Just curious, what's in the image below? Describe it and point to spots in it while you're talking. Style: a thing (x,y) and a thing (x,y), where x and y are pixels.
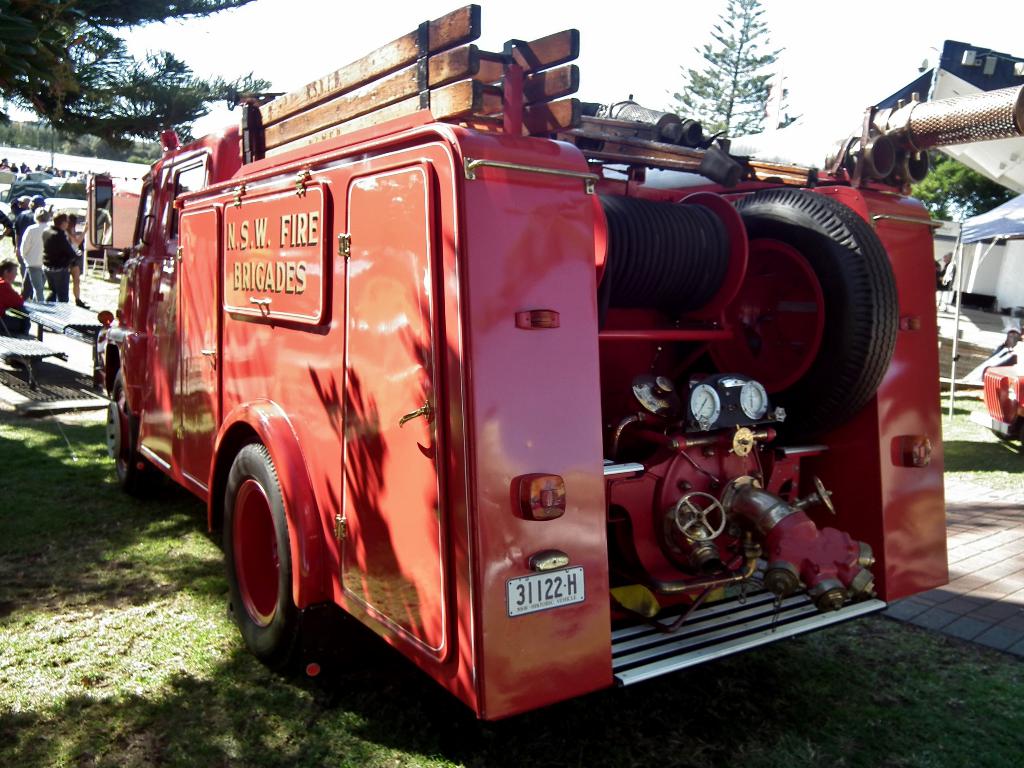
In this picture I can see few people (44,213) standing and few are seated on the benches (35,355) and I can see trees (161,90) and a fire engine (606,278) and I can see couple of tents (1012,223) on the right side (983,237) and grass (21,520) on the ground (24,574) and i can see a cloudy sky (535,28).
